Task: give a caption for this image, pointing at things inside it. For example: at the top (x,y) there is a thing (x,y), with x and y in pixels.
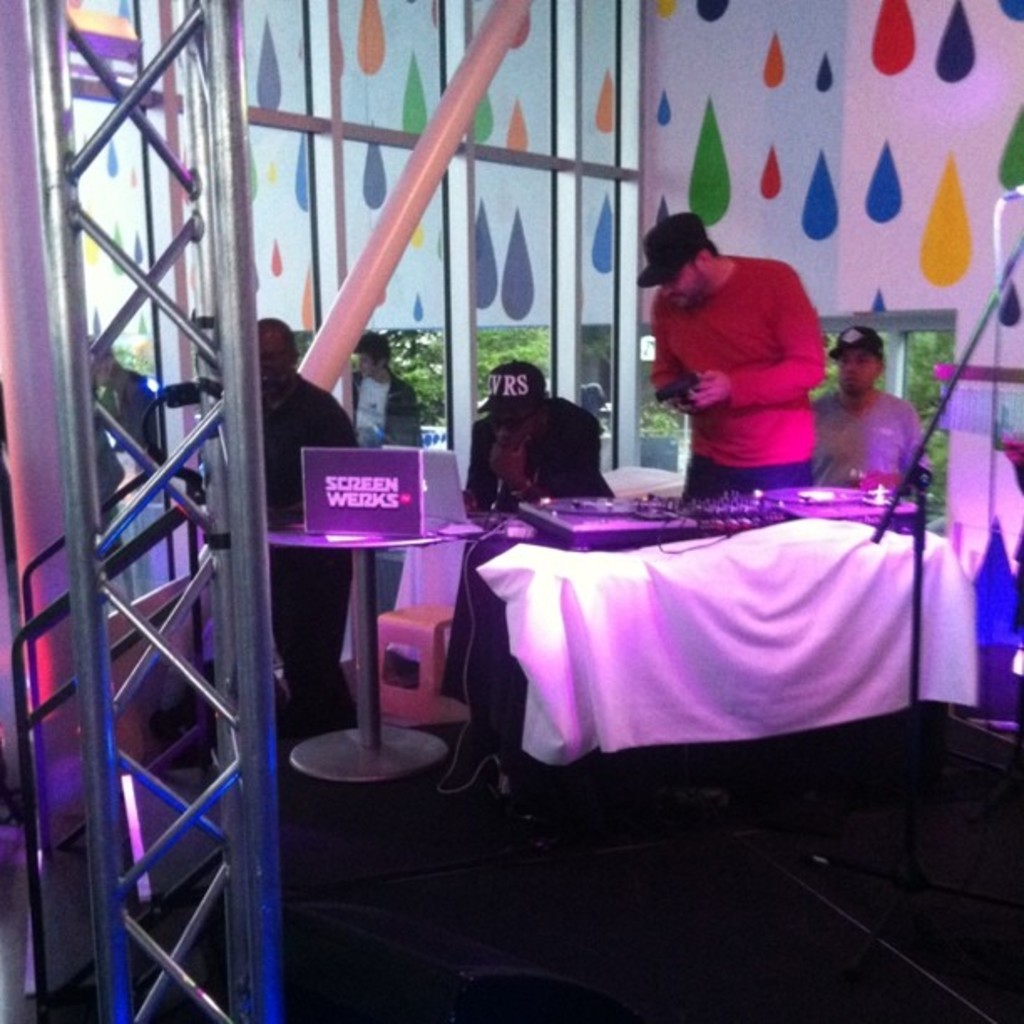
In this image I can see the group of people (544,433) with different color dresses (372,400). I can see few people (518,389) wearing the caps (529,406). In-front of few people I can see the musical instruments (568,541) on the table (582,568). I can also see the board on another table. In the background (123,160) I can see the glass (492,315) and the colorful wall (770,171). I can also see the trees (430,334) and the sky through the glass (293,80).
